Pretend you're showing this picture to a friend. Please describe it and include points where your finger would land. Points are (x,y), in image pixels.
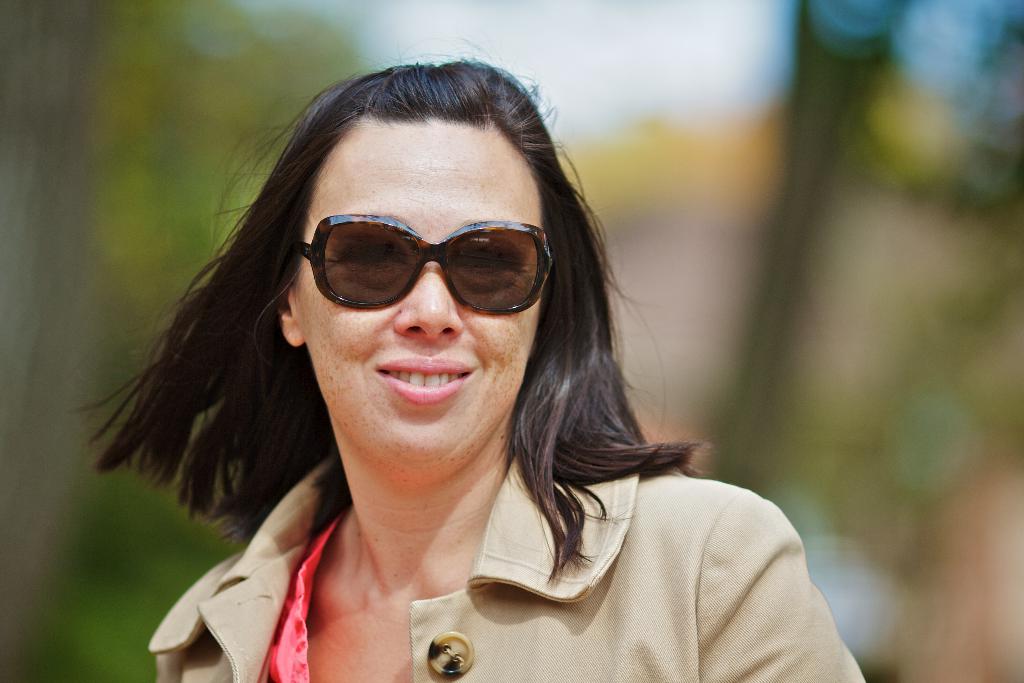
In the center of the image (421,293) there is a woman (301,619).
